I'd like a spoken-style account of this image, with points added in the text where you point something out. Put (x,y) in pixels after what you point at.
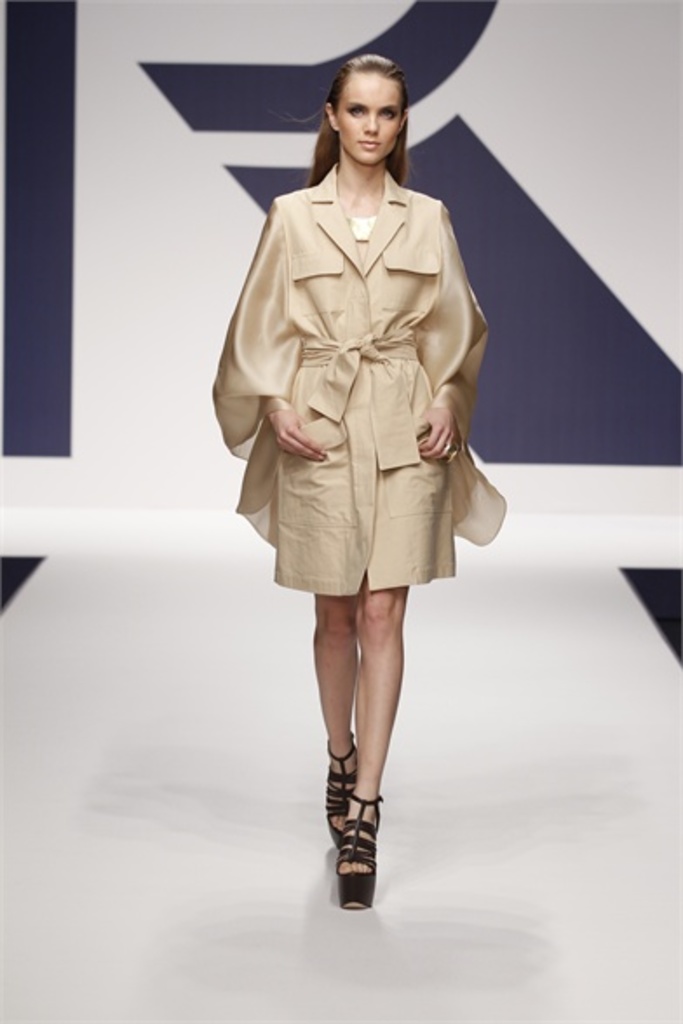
In this picture I can see a woman (352,527) walking. Looks like a fashion show.
